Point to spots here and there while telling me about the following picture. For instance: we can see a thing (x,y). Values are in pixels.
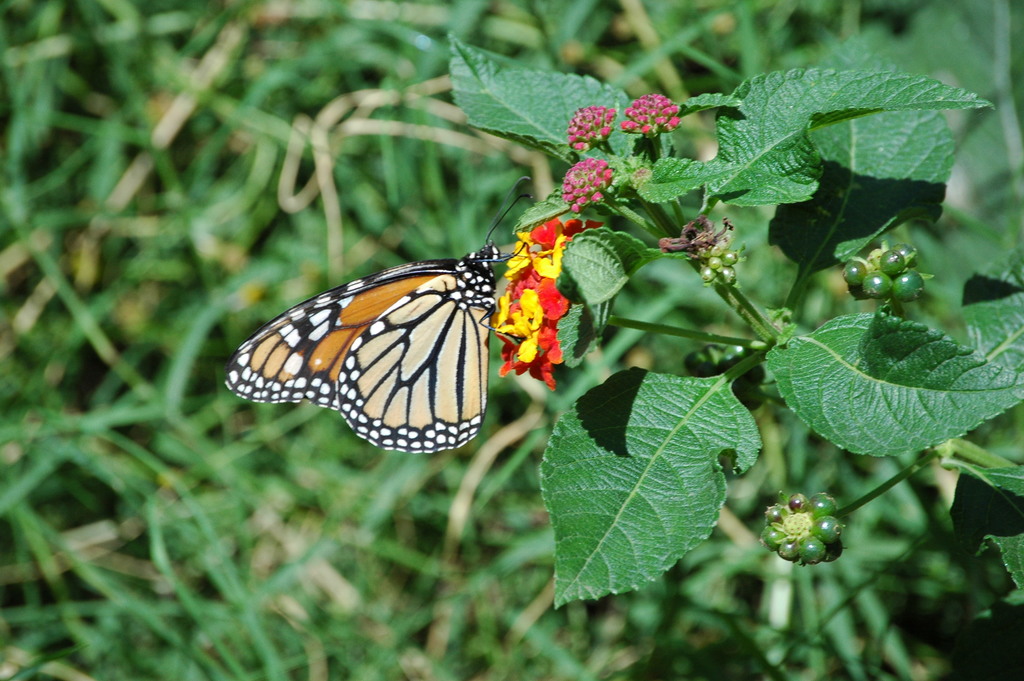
Here we can see leaves (599,477) and butterfly (386,347) is on flowers (552,239). Background (909,490) it is blur.
